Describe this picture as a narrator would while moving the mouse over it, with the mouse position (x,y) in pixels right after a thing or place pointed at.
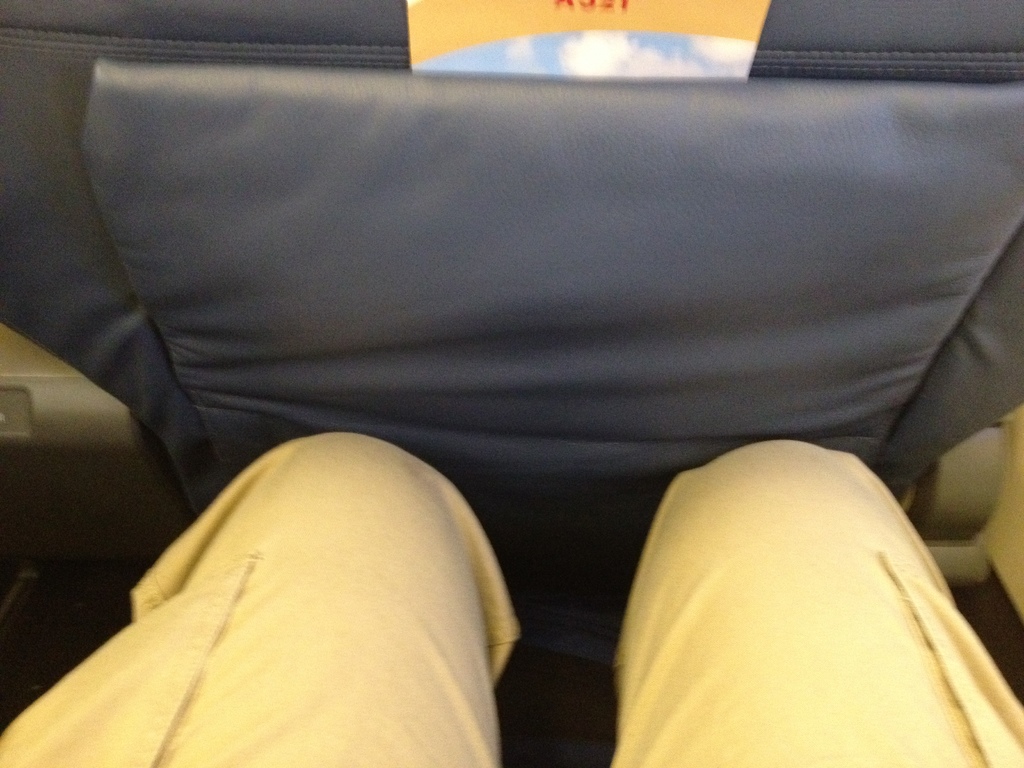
In this image we can see a back view of a seat (403,296) in an airplane (457,304). We can also see legs (695,536) of a person (388,526).
